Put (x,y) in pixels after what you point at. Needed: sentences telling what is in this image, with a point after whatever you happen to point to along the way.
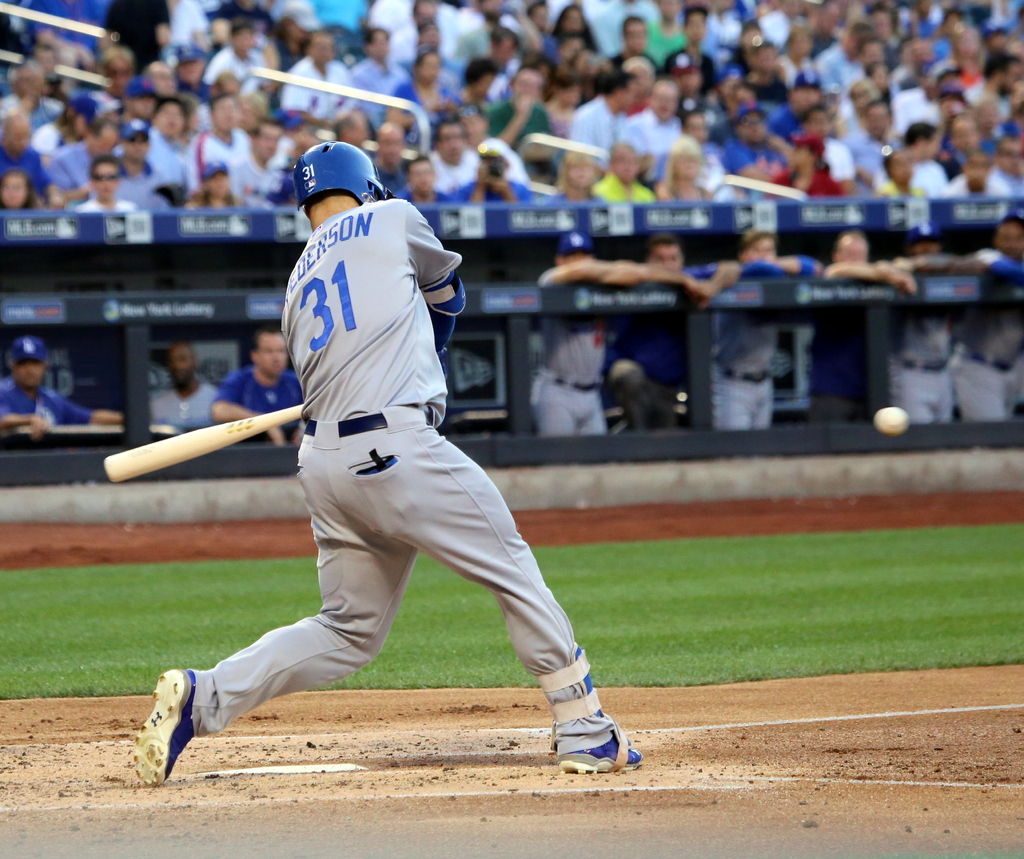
This image consists of a man (375,416) wearing a helmet (369,167). He is holding a baseball bat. At the bottom (664,592), there is green grass (954,664) on the ground (954,664). In the background (932,25), we can see a huge crowd (592,174). At the middle (512,312), there is a fencing (138,367).
